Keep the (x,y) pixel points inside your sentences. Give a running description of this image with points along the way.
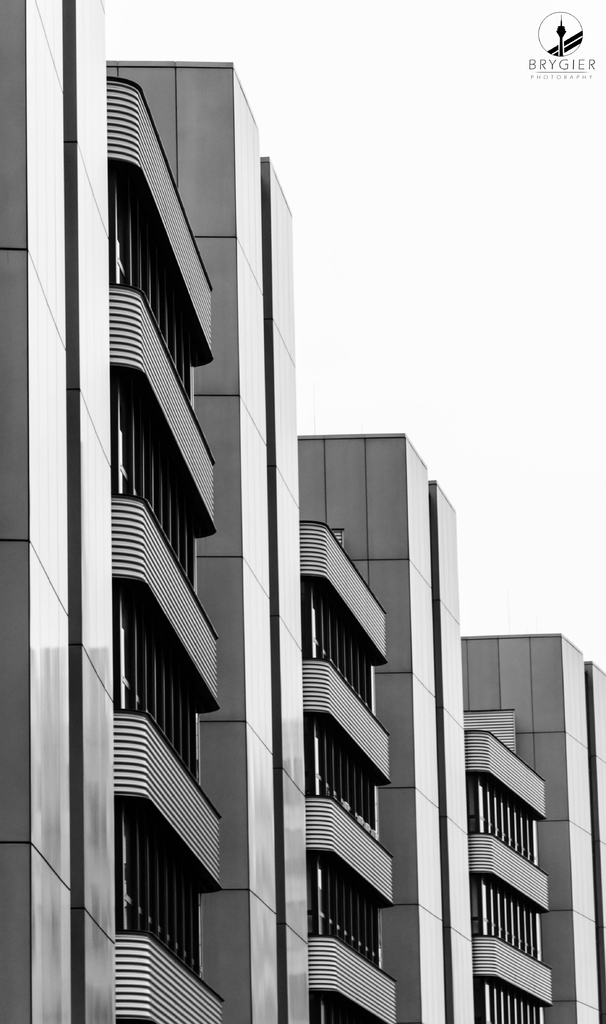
In this image we can see the architecture of the buildings (402,534). We can see a watermark (553,42) in the top right hand corner (552,33), and we can see the sky (520,31).
